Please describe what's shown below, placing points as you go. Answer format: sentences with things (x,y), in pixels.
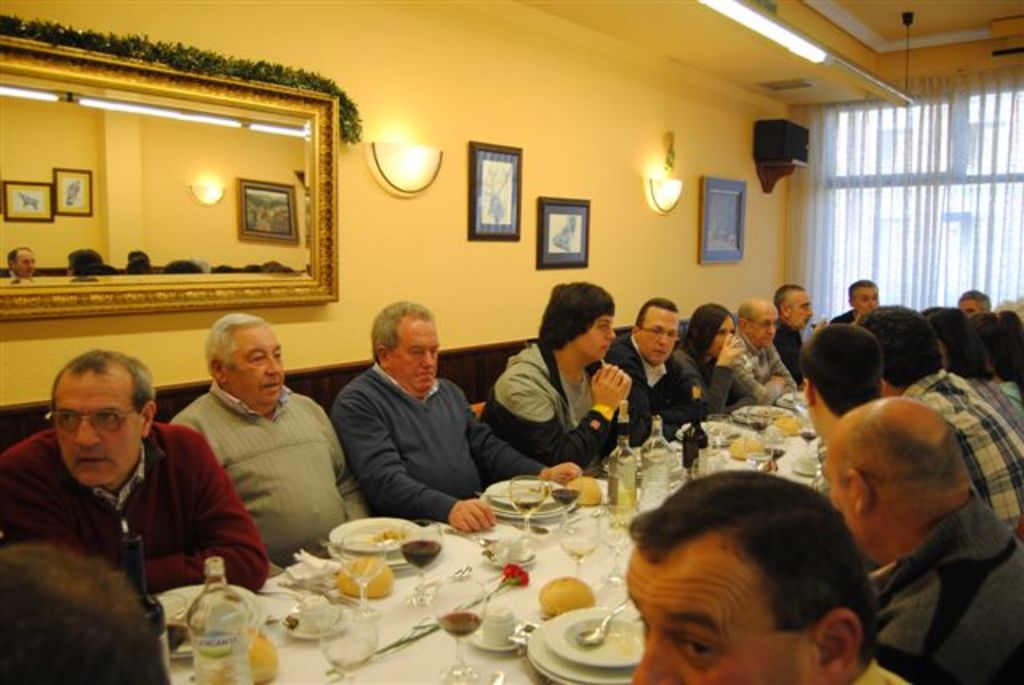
people (57,414) are seated on the chairs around the table (491,604). on the table (405,610) there are glasses (461,662), plates (569,656), spoon (590,633) and food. behind them there is a mirror (241,180), photo frame (480,203) and light (408,190).
